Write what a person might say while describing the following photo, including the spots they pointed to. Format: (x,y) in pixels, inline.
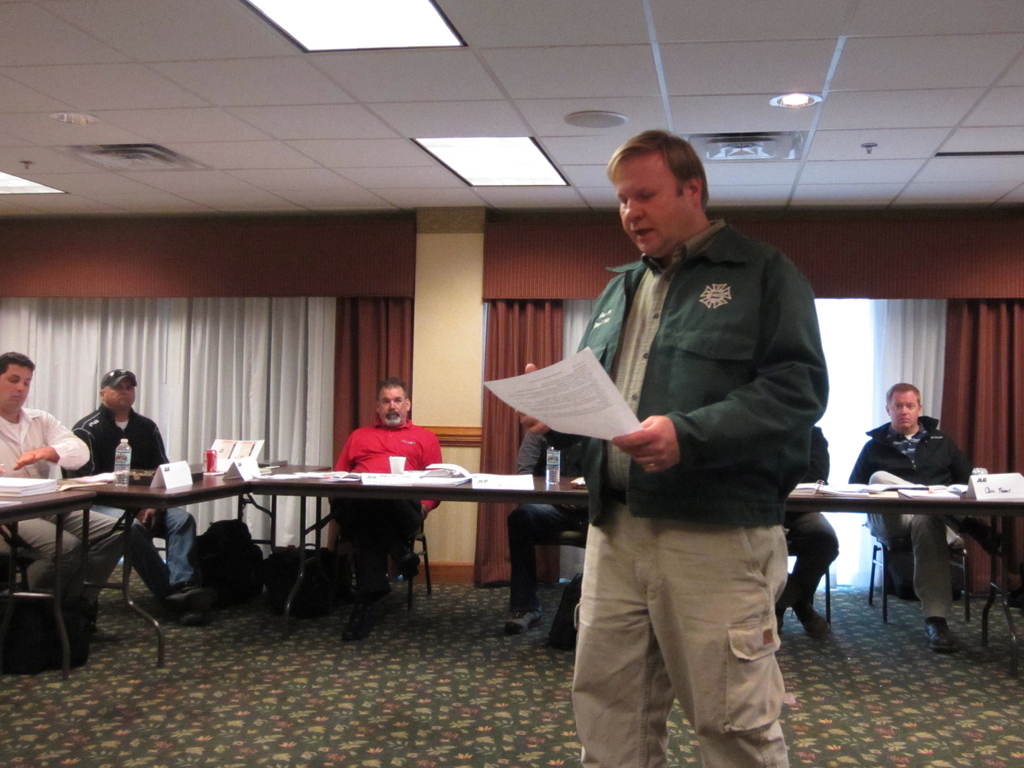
This picture is in a big hall (830,331). In the middle (655,441) a person (656,431) who is wearing a green jacket (729,425) and a pant (731,562) is holding a paper (575,428) and reading something. There is a colorful carpet (370,681) on the floor (262,729). Few persons (57,519) are sitting beside on chairs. There are table (226,483) in front of them. On the table (528,497) there is paper (180,475), bottle (127,452). It is looking like they are listening to the middle person (668,339). In the background (58,324) there are curtain (253,335) in white and red color. There are lights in the ceiling (308,102).
